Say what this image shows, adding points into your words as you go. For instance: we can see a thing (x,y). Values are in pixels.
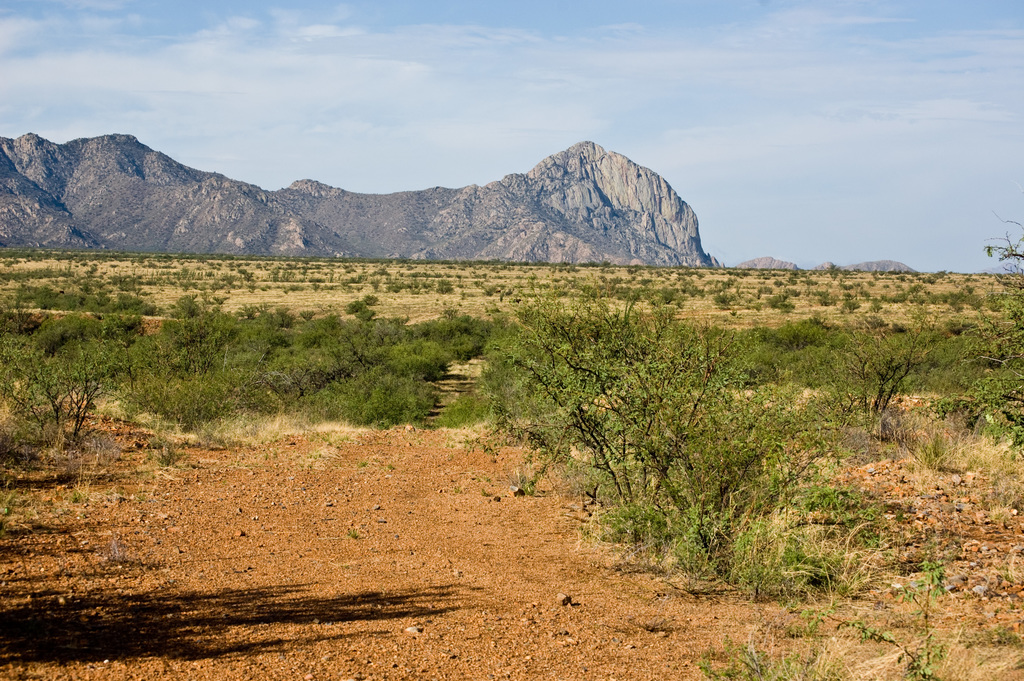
In this image we can see trees (673,410), plants (581,353), hill (409,208), sky (600,62) and clouds (549,80).
